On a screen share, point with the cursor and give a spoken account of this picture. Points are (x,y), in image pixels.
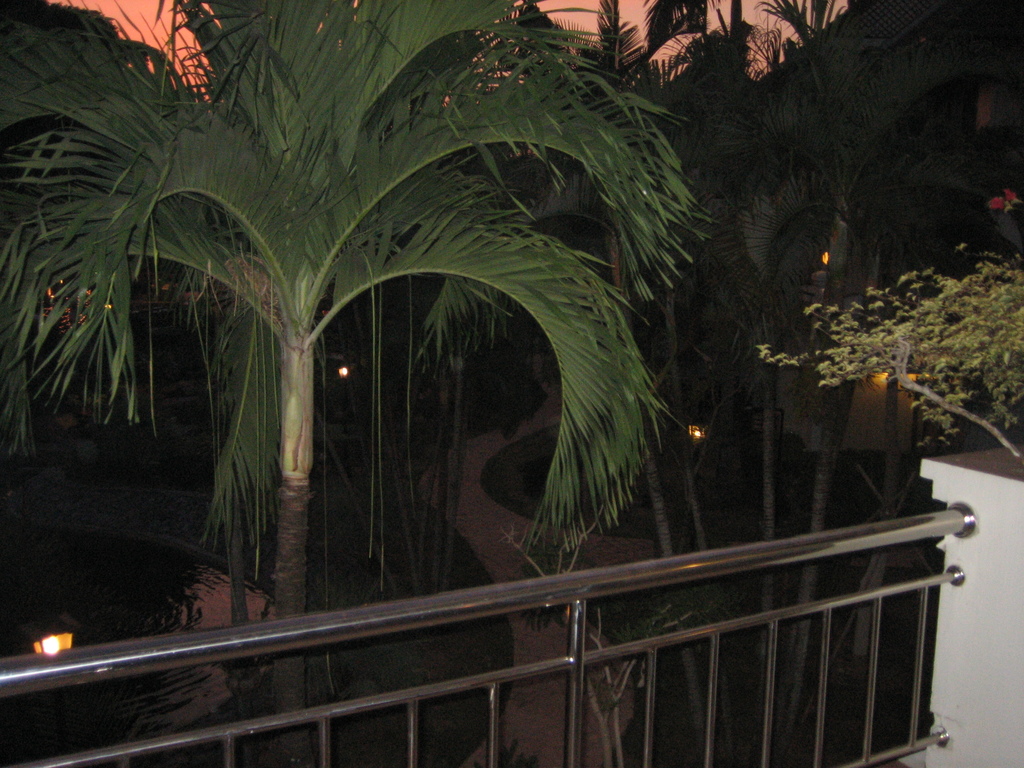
In this image we can see there is a fence (882,528) and a wall (979,468). And there are trees (150,52), grass (500,490), ground (518,425) and the sky (152,32).
